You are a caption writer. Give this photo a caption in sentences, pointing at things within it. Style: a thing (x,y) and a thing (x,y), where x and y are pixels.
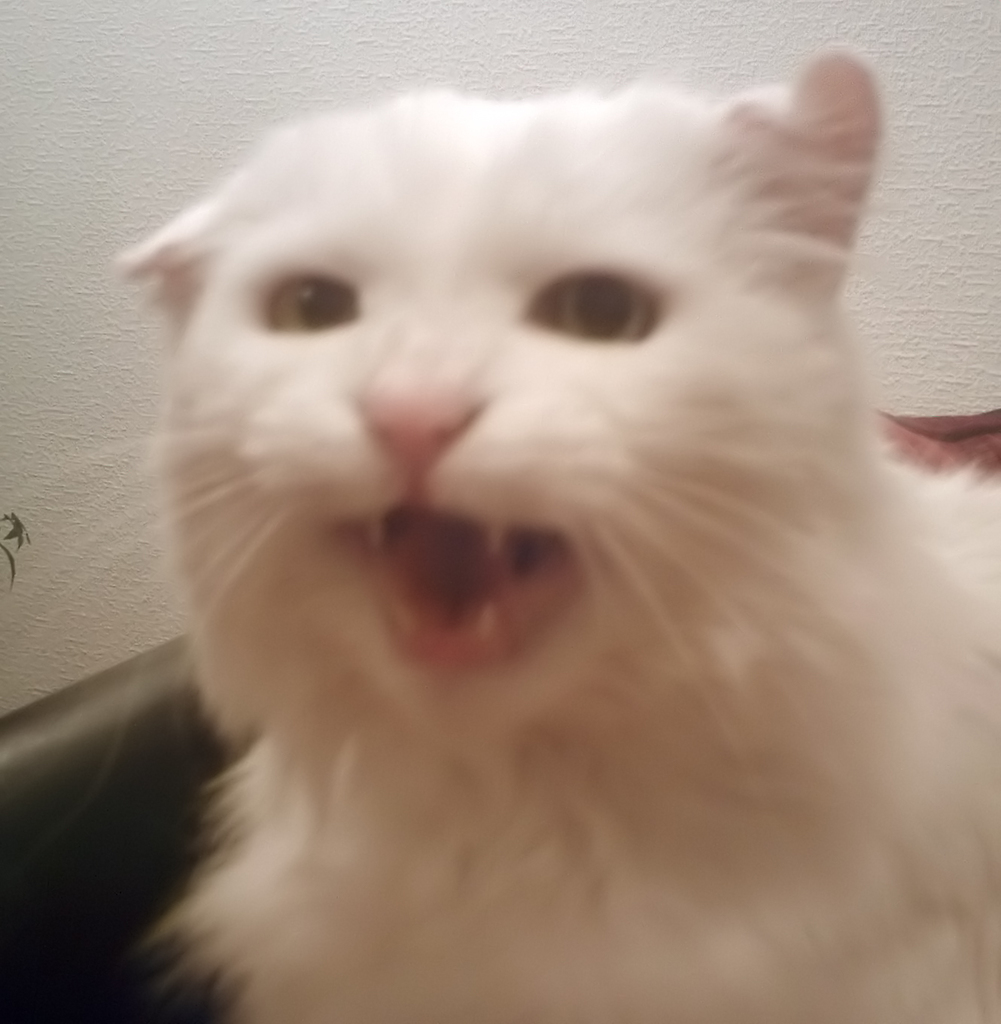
In the foreground of this image (655,650), there is a white color cat (655,650) with open mouth (465,589). In the background (132,768), it seems like a black couch (127,729) and the wall (83,214).
